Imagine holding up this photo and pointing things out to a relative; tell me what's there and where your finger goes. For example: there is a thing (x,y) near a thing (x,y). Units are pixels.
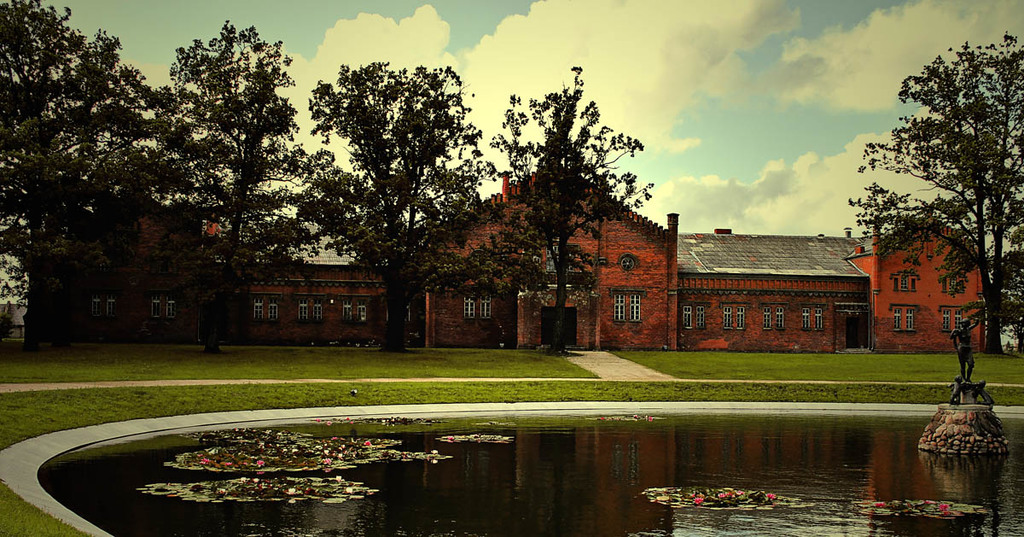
In this image on the foreground (448,471) on the water body (427,508) there are flowers (337,477), and a statue (975,392) is here on the right (998,417). In the background (366,259) there are trees (550,241), buildings (882,270). This is the path (622,368). The sky (706,65) is cloudy.
